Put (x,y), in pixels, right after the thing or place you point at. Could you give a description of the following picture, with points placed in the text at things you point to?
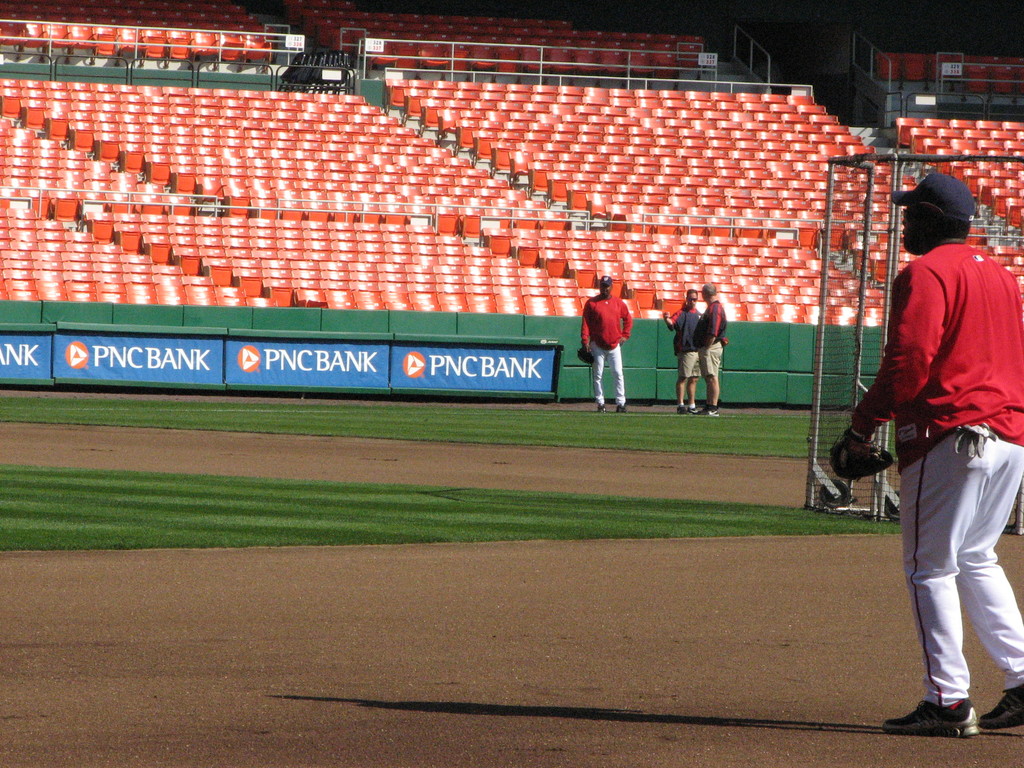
In this picture we can see there are four people (928,581) standing on the path (680,461) and in between the people (968,498) there is an item (835,417). Behind the people (611,326) there are chairs (162,128) and steel fence (676,225).
